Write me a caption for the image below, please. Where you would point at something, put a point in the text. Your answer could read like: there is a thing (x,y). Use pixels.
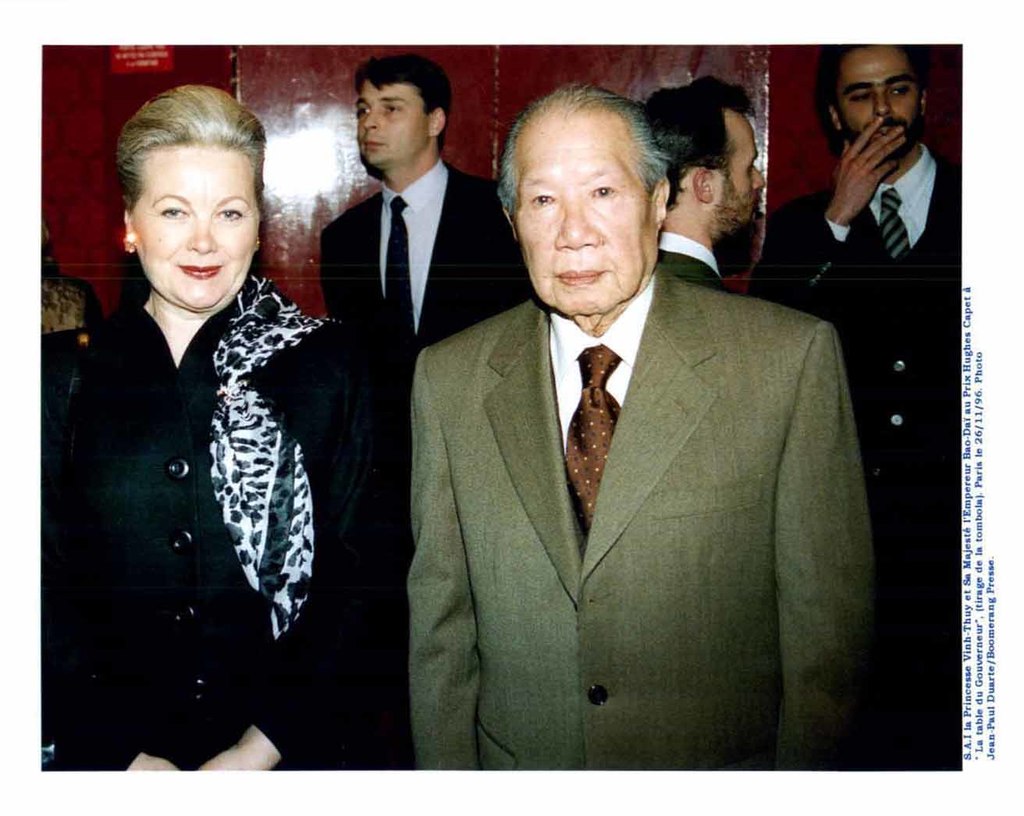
This image is taken indoors. In the background (152,88) there is a wall (455,77) and a board (138,60) with a text (149,60) on it. In the middle of the image (503,503) a man (532,265) and a woman (256,633) are standing on the floor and there are three men (378,155) behind a man (585,238).
